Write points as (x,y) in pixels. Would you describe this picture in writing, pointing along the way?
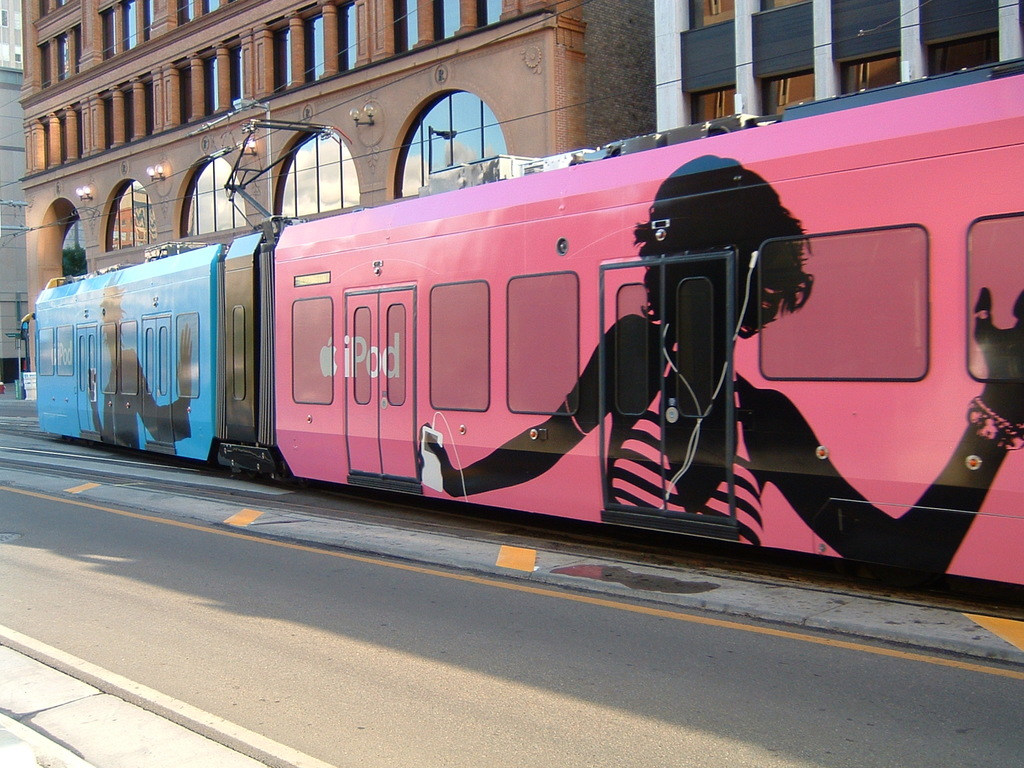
In this image there are buildings (518,102), in front of the buildings (249,164) there is a train (232,313) on the track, above the train (207,255) there is metal rods (244,196) connected to electrical cables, beside the train (292,408) there is a road (146,674).
